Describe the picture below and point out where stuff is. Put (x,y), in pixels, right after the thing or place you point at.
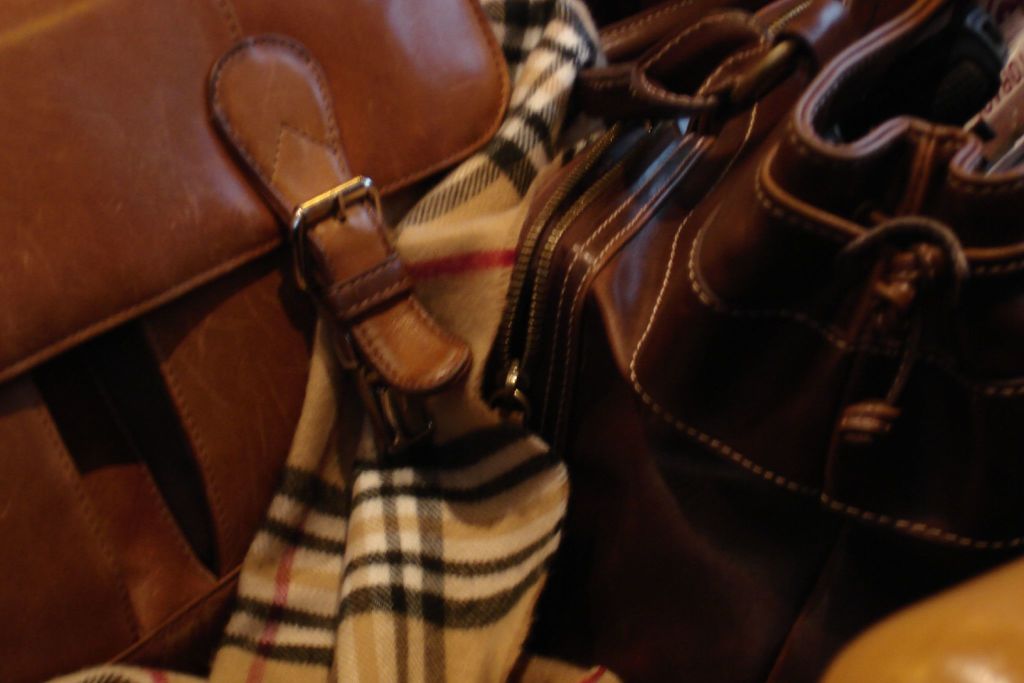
In this image we can see handbags (360,385) and there is a cloth (403,520).
